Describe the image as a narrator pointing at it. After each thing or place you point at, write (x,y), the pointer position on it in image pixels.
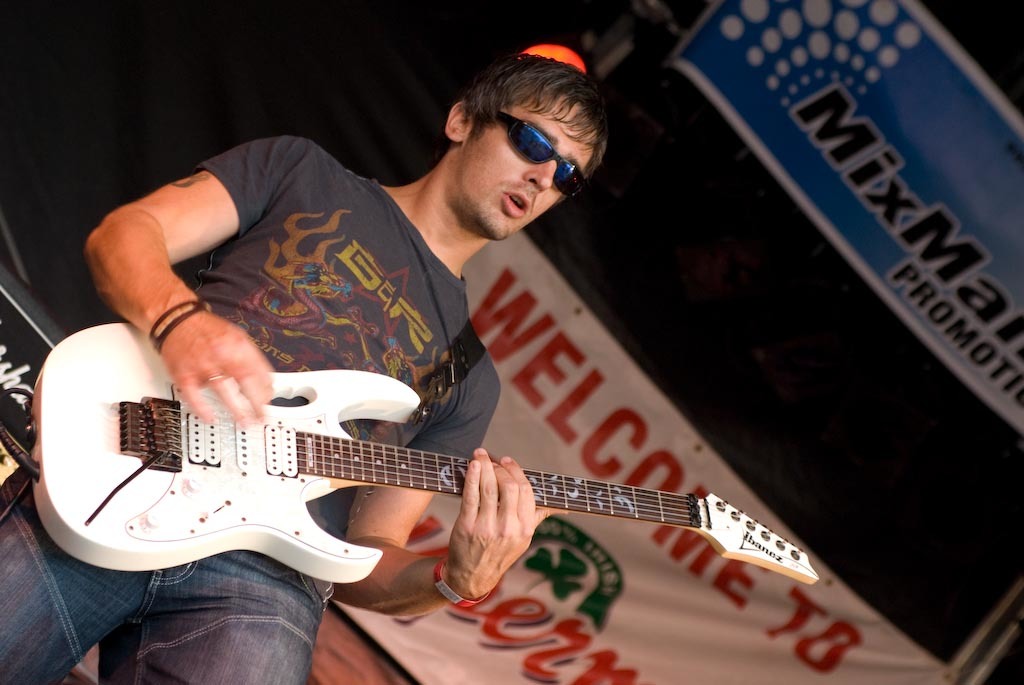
There is a man (508,178) who is playing guitar (320,466). He has goggles (574,190). On the background (613,413) there is a banner (604,582).
